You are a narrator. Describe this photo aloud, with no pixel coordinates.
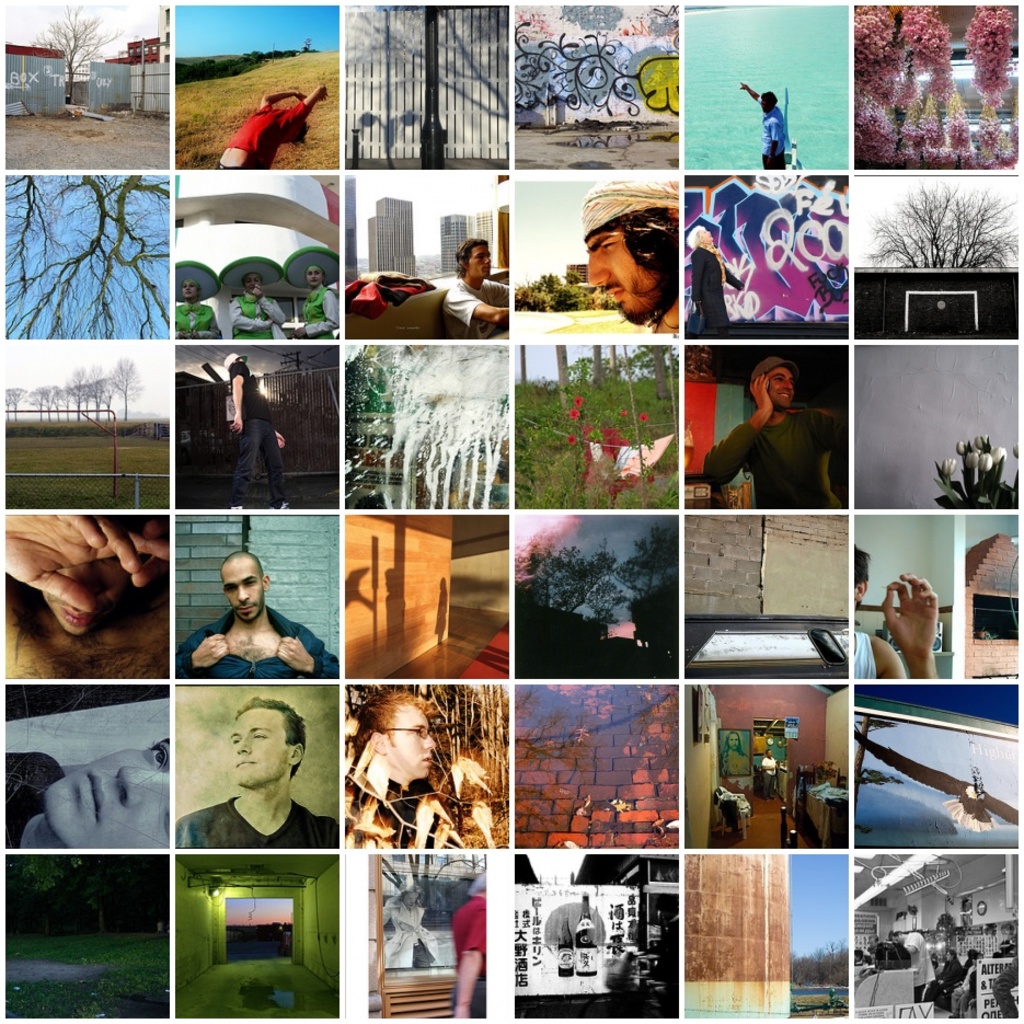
This picture consists of a collage in the image.
